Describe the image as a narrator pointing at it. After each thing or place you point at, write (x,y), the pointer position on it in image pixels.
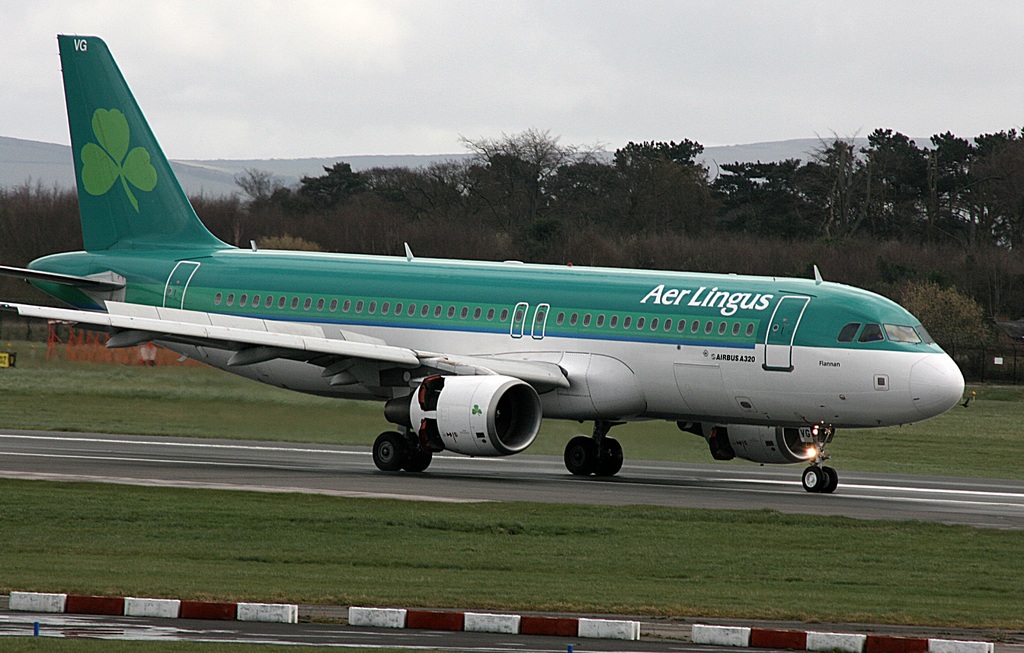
In this image I can see at the bottom (472,544) there is the grass (502,544), in the middle (372,377) an aeroplane (383,371) is running on the run way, it is in white and green color, at the back side (637,191) there are trees (554,205). At the top (359,59) it is the cloudy sky (354,43).
